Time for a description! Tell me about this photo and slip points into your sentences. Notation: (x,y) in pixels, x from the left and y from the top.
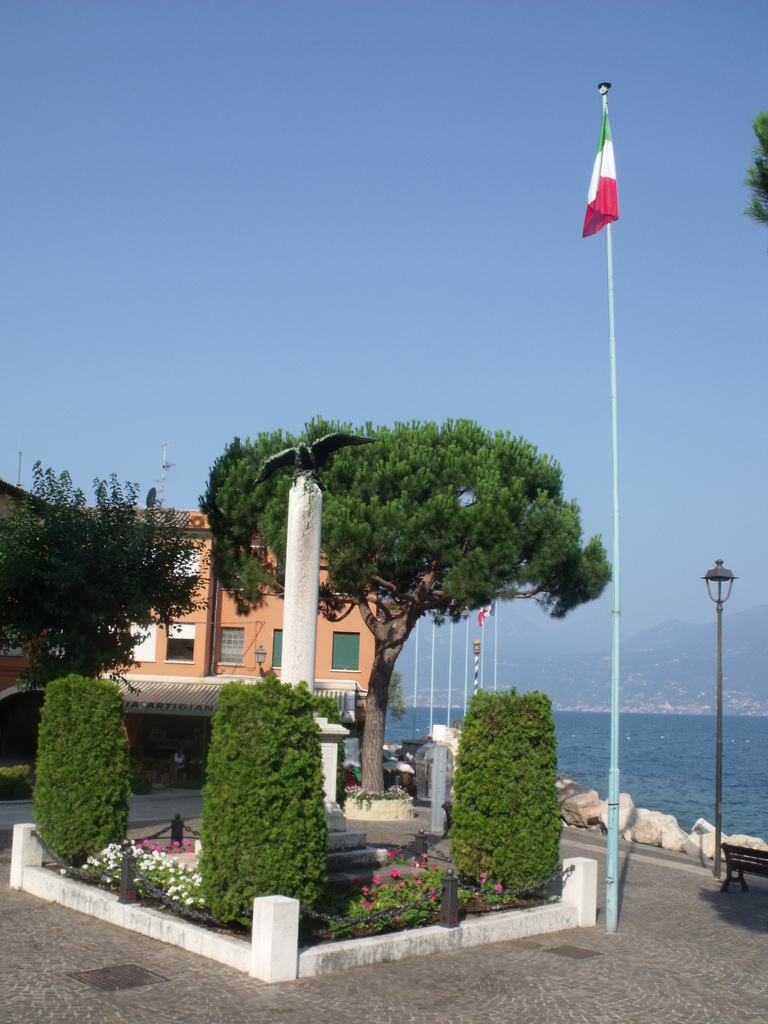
In this picture I can see the path (542,992) in front (45,986) and I see the bushes (514,816) and I see few flowers (133,846). In the middle of this picture (339,576) I see the trees (54,669), poles (721,669) and a building (200,575) and on the right side of this image (741,866) I see a bench (730,855) and in the background (445,714) I see the water (697,818) and the sky (489,378).
